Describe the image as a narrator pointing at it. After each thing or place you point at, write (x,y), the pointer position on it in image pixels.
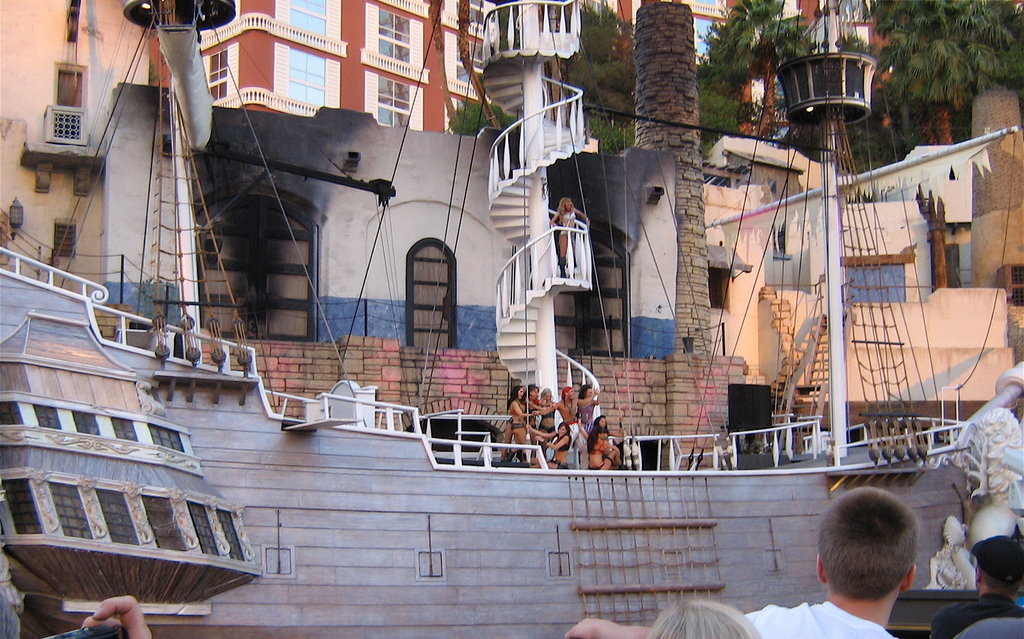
In this picture we can see a large boat (699,551) in front of a house (451,216). There are people (595,451) on the boat (468,529).
